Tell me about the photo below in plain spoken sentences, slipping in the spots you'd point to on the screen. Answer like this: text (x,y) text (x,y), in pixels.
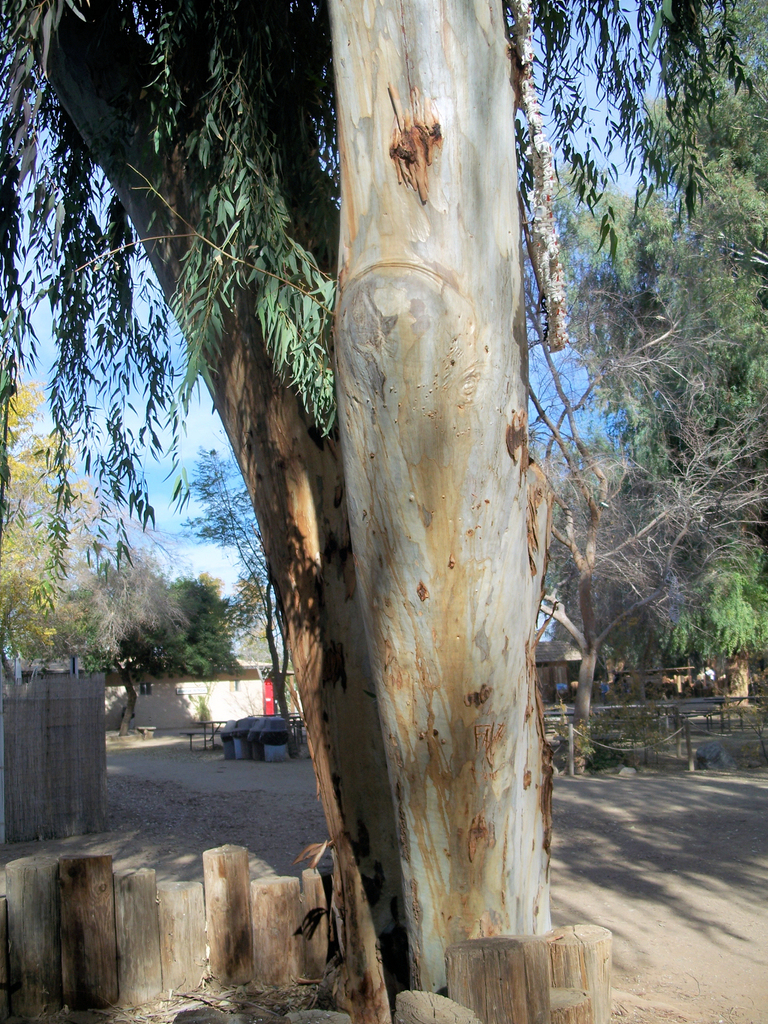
In this picture, it seems like small wooden poles (226,907) and a tree (433,607) in the foreground area of the image (469,467), there are trees (227,663), houses (219,717) and the sky (87,403) in the background (2,628).
